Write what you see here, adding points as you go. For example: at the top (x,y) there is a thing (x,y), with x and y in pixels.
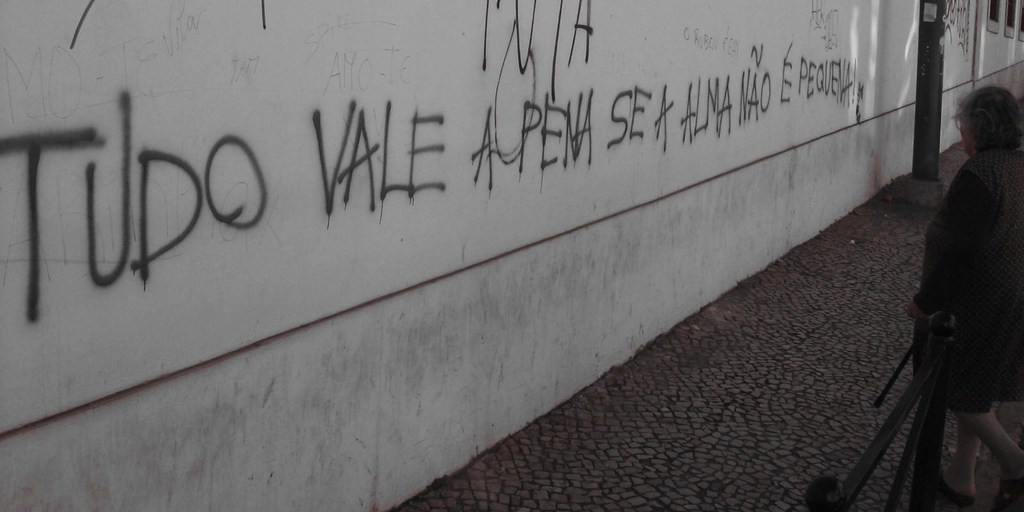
In this image there is some text (797,91) written on the wall (709,63), in front of the wall (893,115) there is a metal rod pillar (921,119), metal rod fence (930,377), in front of the fence (939,332) there is a woman (968,277) standing.
